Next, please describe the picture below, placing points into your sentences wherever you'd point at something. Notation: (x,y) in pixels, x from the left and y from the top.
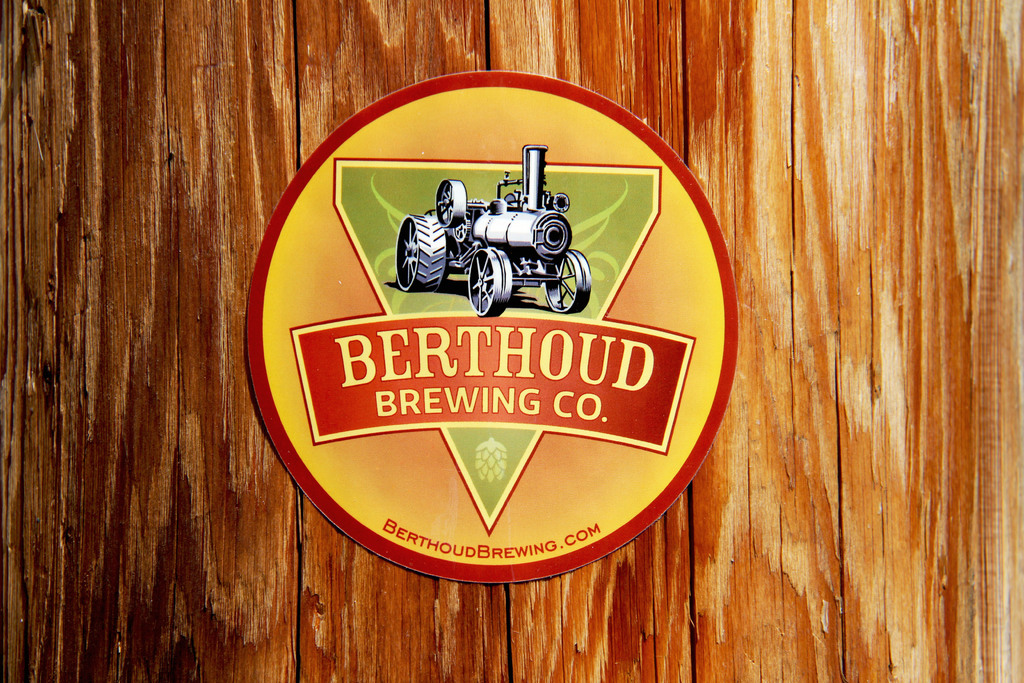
In this picture we can see a poster (613,240). We can see a vehicle (407,266) on this poster (608,210). There is a wooden background (142,327).
